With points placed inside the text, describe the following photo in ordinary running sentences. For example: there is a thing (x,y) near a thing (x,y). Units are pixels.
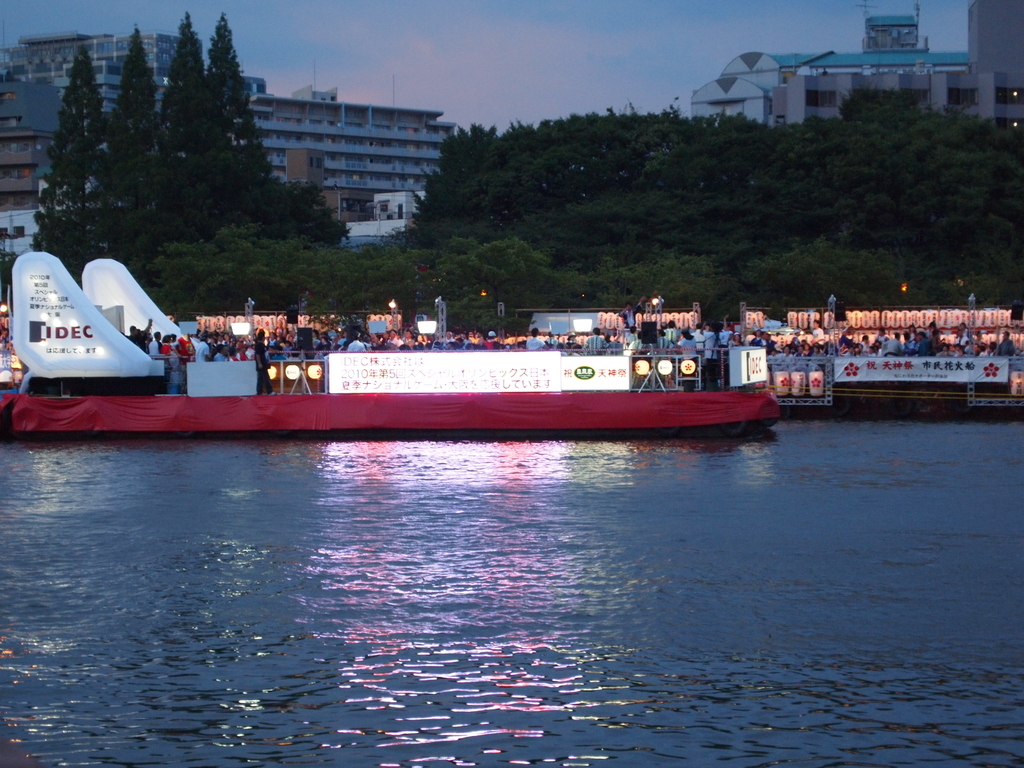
At the bottom of the image (497,616) there is water (128,445). On the water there are ships (792,411) with people (264,383), banners (333,380) with lights (691,367), railings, lamps (210,316) and some other things (237,380). In the background (814,305) there are trees (69,154) and also there are buildings (897,82). At the top of the image (526,81) there is sky (430,96).
